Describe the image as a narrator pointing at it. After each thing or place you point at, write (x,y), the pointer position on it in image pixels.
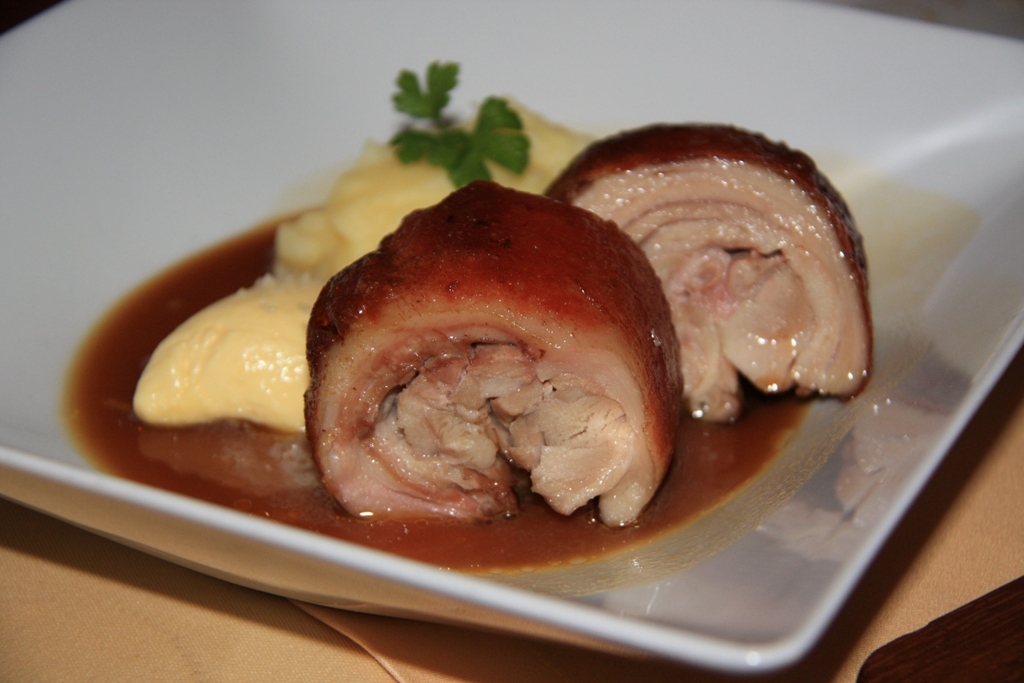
This image consists of meat (425,402) kept in a plate (357,486). At the bottom (393,651), there is a tablecloth (295,645). The plate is in white color.
